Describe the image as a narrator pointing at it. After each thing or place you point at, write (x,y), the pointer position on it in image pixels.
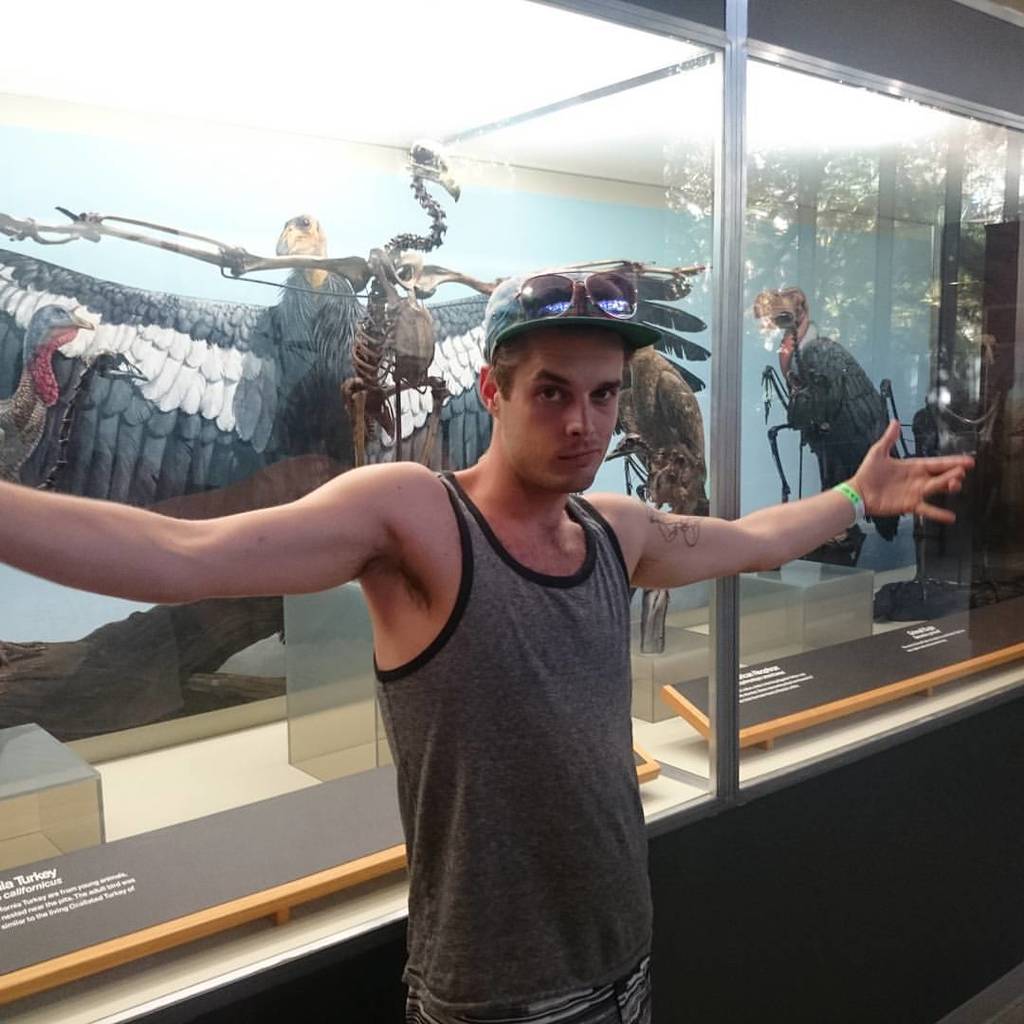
The man (433,739) in the middle of the picture (605,601) wearing blue cap (497,312) is standing. Behind him, we see a glass box (610,464) in which extinct species (359,375) are placed. This picture might be clicked in the exhibition hall (137,1014).
